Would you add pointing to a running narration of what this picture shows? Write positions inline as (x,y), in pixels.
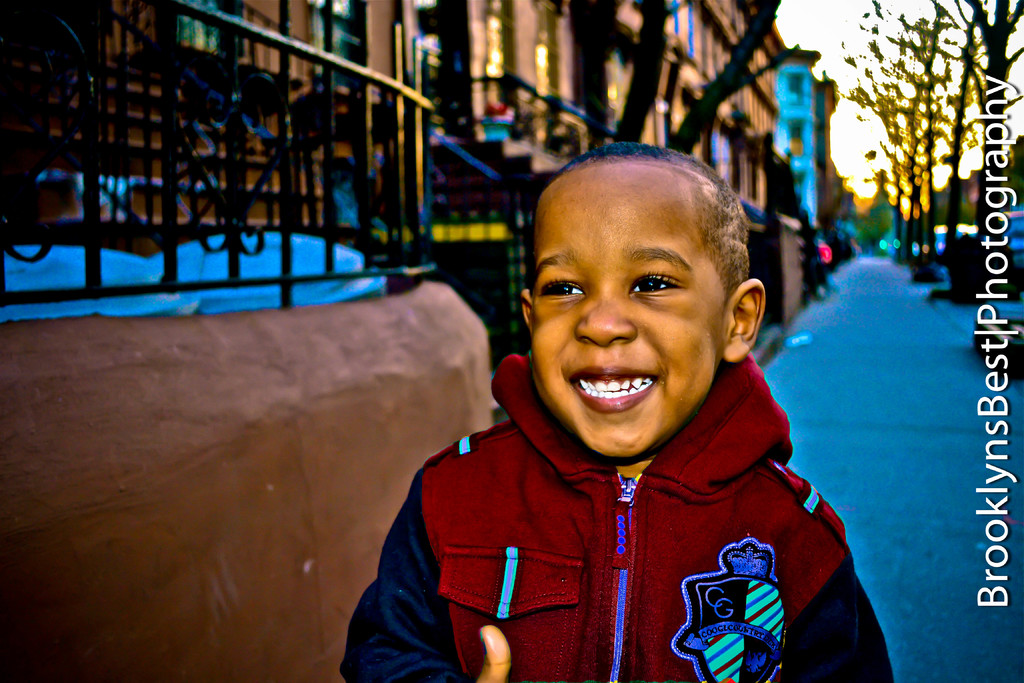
In this picture we can see a child (544,300) wearing a red and blue color dress (588,468), behind him there are buildings (461,289), grills (466,292) and in the background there are some trees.
